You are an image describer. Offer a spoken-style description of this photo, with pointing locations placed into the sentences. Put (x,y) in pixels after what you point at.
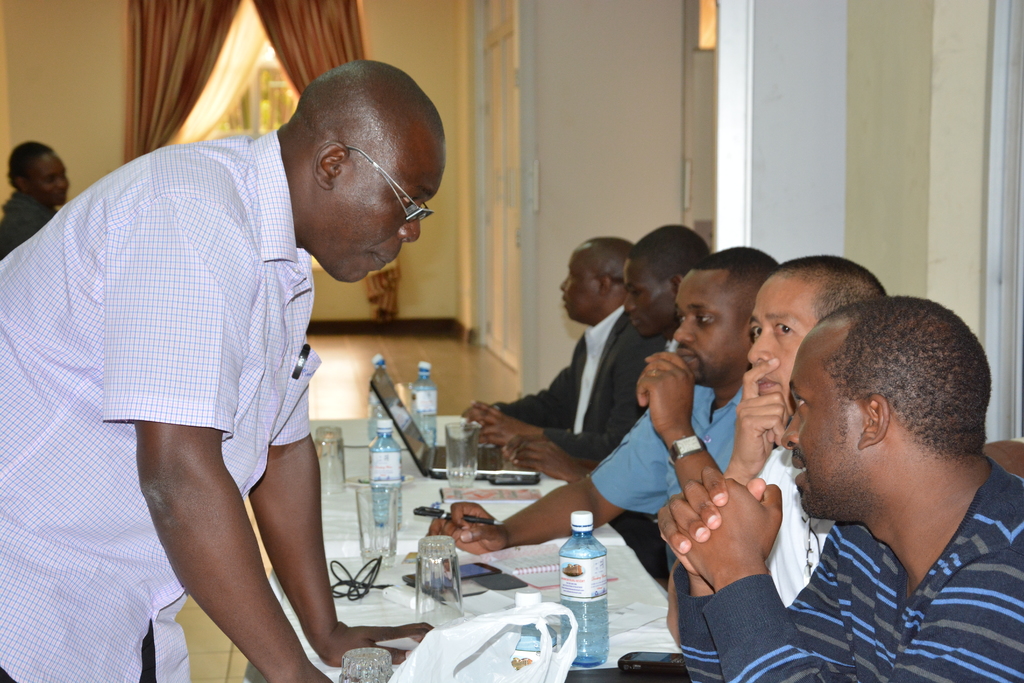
As we can see in the image there is wall (25,17), window (230,111), curtains (229,84), group of people (39,558), chairs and table (417,618). On table (402,566) there are bottles (522,591), glasses (436,598), laptop (406,408), wires (376,587), mobile phone (653,668) and white color cloth (628,602).
